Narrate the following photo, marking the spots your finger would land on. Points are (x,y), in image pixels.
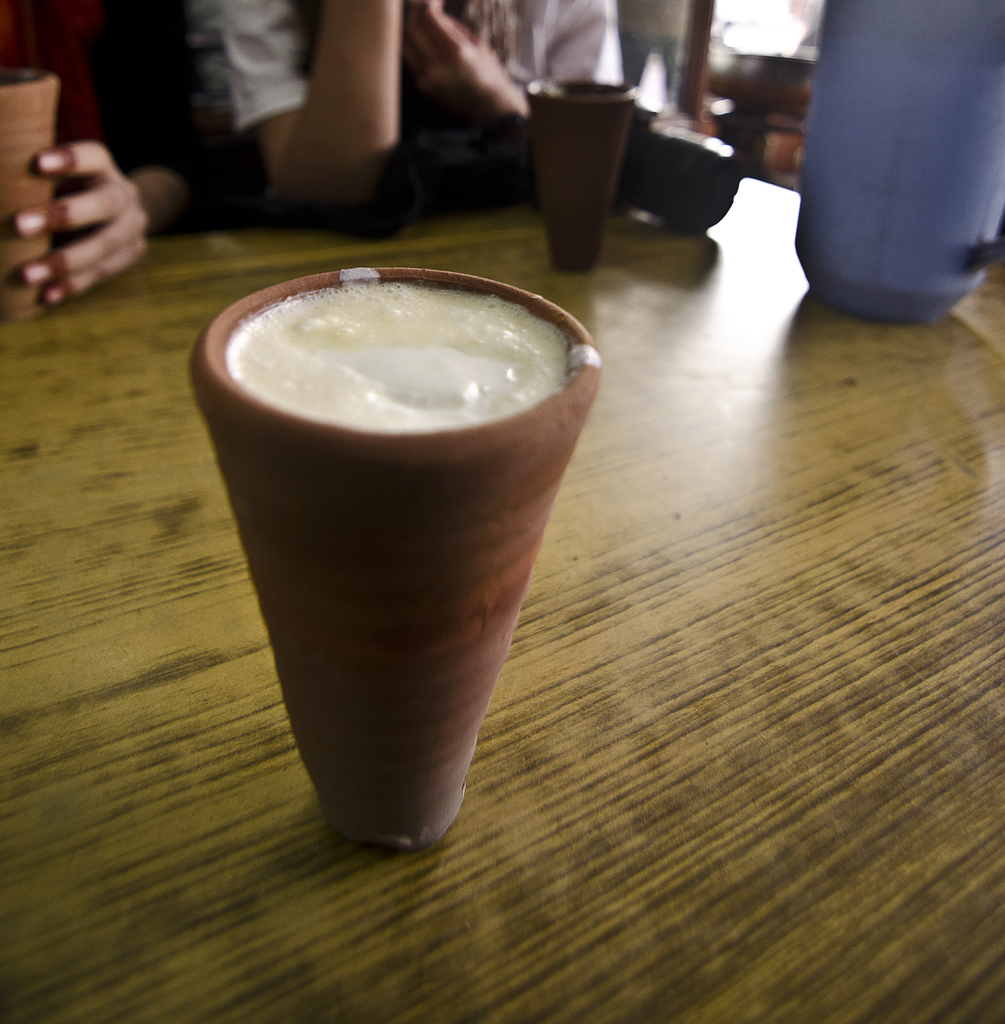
In front of the picture, we see the V-shaped clay glass (339,598) containing the liquid (465,423) is placed on the table (830,877). We see the blue color objects (871,205) and clay glasses (591,195) are placed on the table (643,257). Beside that, we see two people (235,124) are sitting on the chairs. In the background (667,77), it is blurred.
